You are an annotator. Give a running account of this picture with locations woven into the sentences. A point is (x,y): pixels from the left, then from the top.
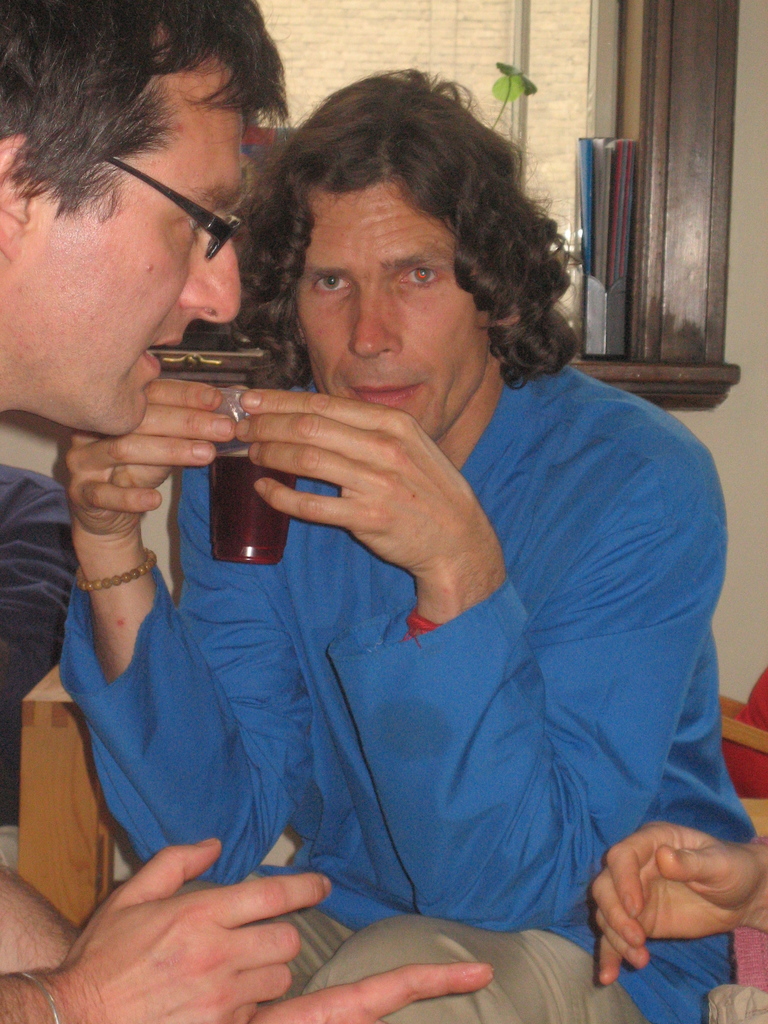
In this picture we can see there are two people (242,754) are sitting and a man (376,663) in the blue t shirt (405,600) is holding a glass (244,555) and we can see another person hand (633,917) only. Behind the people (428,629) there is a wall (752,339) with window (447,1) and other things (581,201).
